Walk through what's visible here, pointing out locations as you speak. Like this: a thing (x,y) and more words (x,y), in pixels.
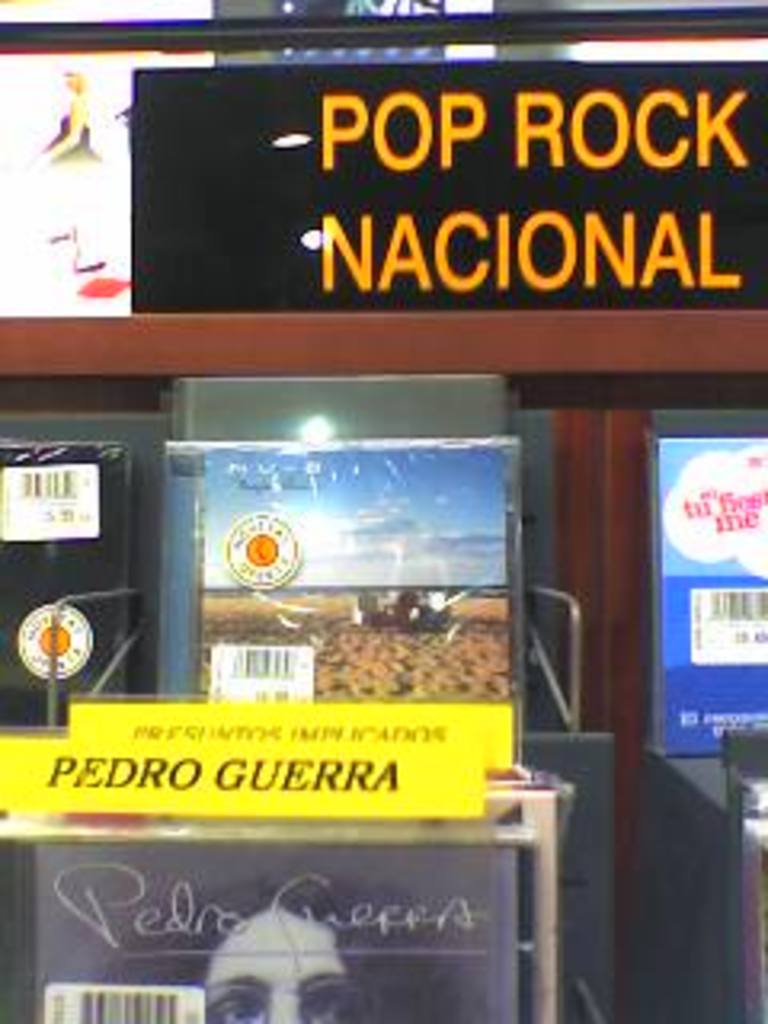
In this image I can see few boards (385,304) with some text (295,768). There are few boxes (95,553). At the top of the image (388,39) there is a glass (637,21).
